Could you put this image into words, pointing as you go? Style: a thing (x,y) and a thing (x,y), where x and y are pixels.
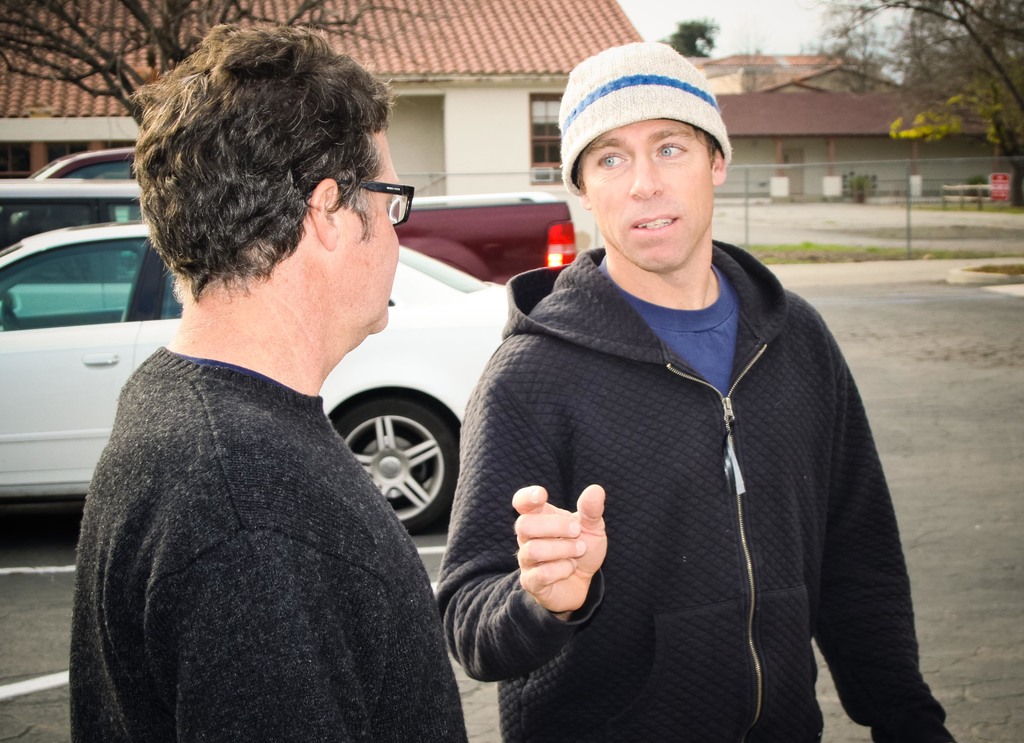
In this image I can see two persons (579,426) standing. In front (339,543) the person (362,506) is wearing black color shirt (333,554). In the background (31,151) I can see few vehicles (11,318), houses (441,81) in cream and brown color, trees (835,25) in green color and the sky (738,18) is in white color.
